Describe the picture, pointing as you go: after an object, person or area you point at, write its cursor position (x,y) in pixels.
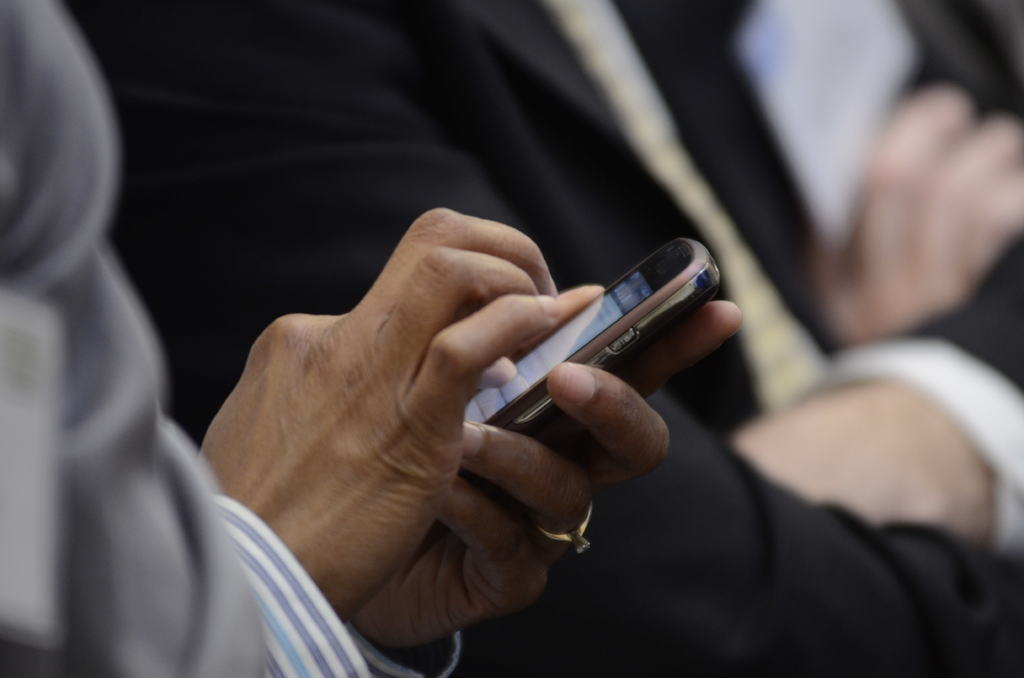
In this image we can see a person's hand (311,492) with a mobile (498,398). Also he is having a ring (588,521) on the finger (555,527). In the back (497,176) there is another person (832,336) and it is looking blur.
